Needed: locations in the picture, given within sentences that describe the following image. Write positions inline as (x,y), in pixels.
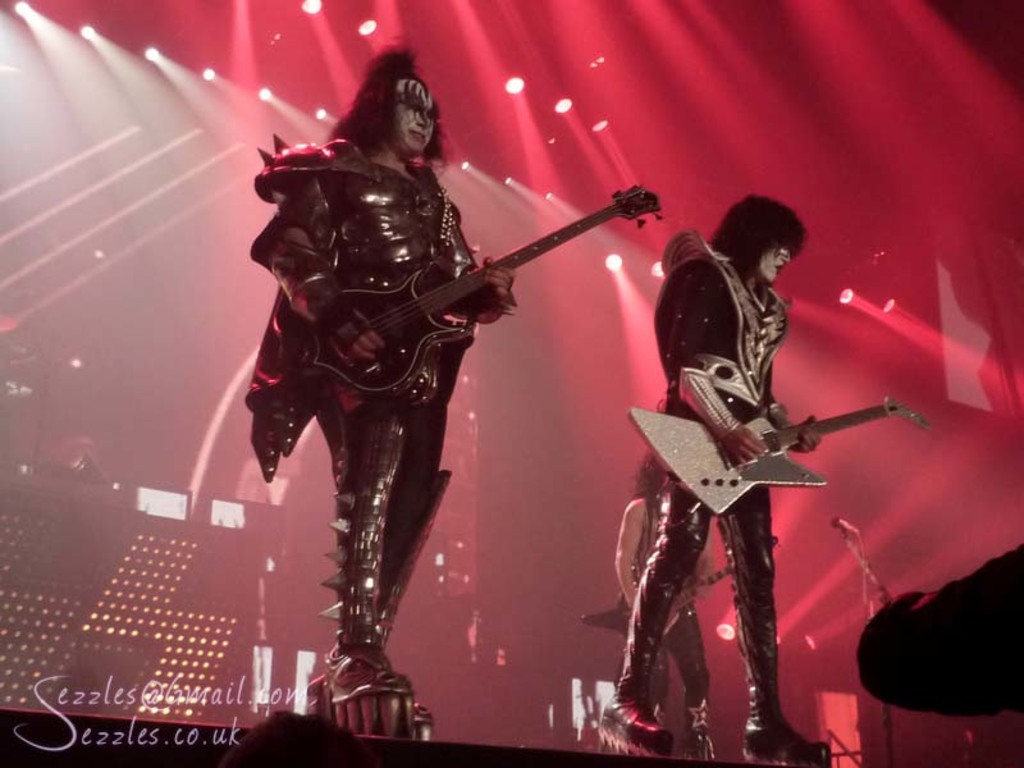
This picture seems to be clicked inside. In the center (414,270) we can see the two persons (760,241) standing on the ground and seems to be playing guitar (722,489). In the background (601,116) we can see the focusing lights (641,323) and a microphone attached to the stand (860,558) and there are some objects (5,529) placed on the ground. At the bottom left corner (204,693) there is a watermark (204,695) on the image.
